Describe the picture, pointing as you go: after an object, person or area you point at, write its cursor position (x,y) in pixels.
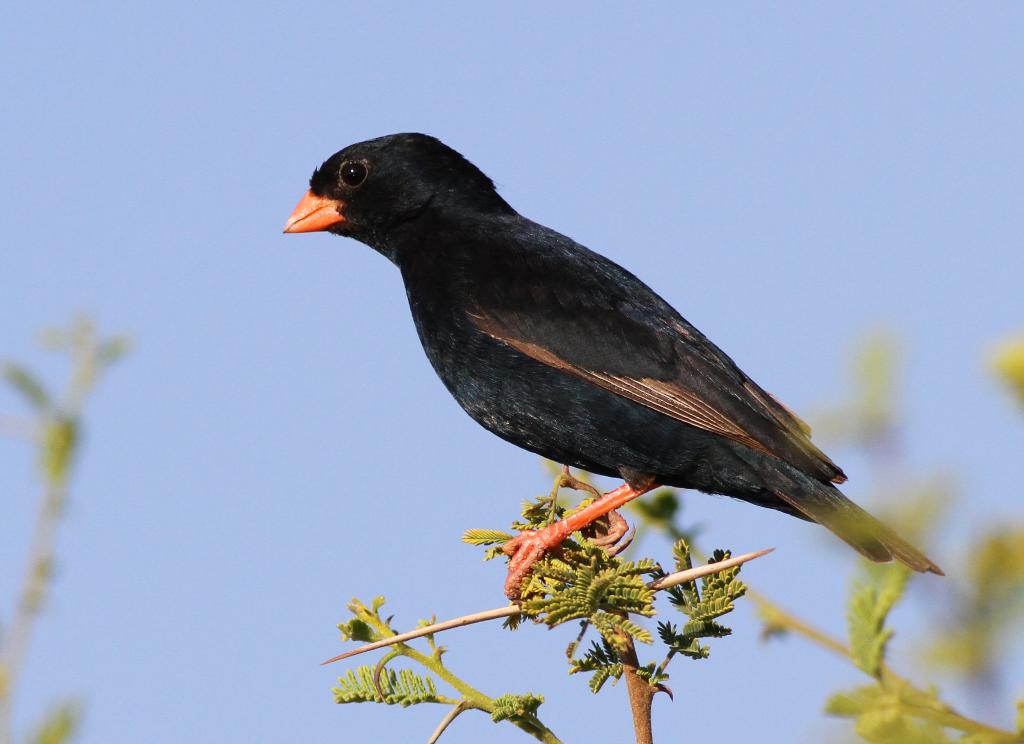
In this image we can see a black bird (535,400) on a branch (528,598) of a tree (561,470). Behind the bird (581,438) we can see the sky (248,402).
